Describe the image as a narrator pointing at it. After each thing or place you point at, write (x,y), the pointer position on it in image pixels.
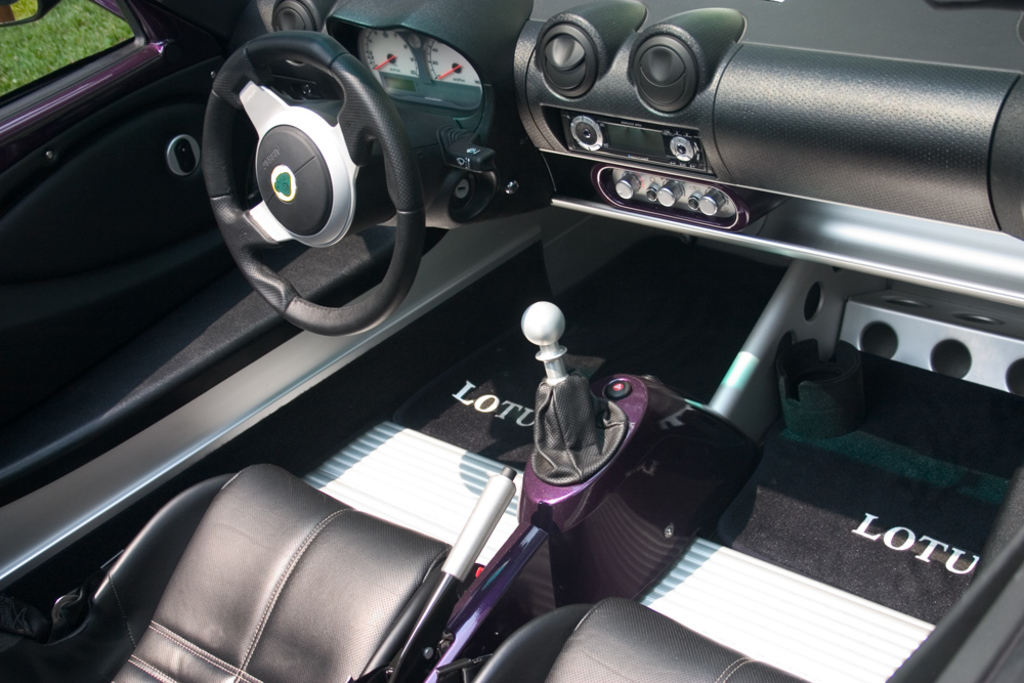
In this image, we can see the interior view (379,374) of a vehicle (368,409). We can also see some grass (50,37).
